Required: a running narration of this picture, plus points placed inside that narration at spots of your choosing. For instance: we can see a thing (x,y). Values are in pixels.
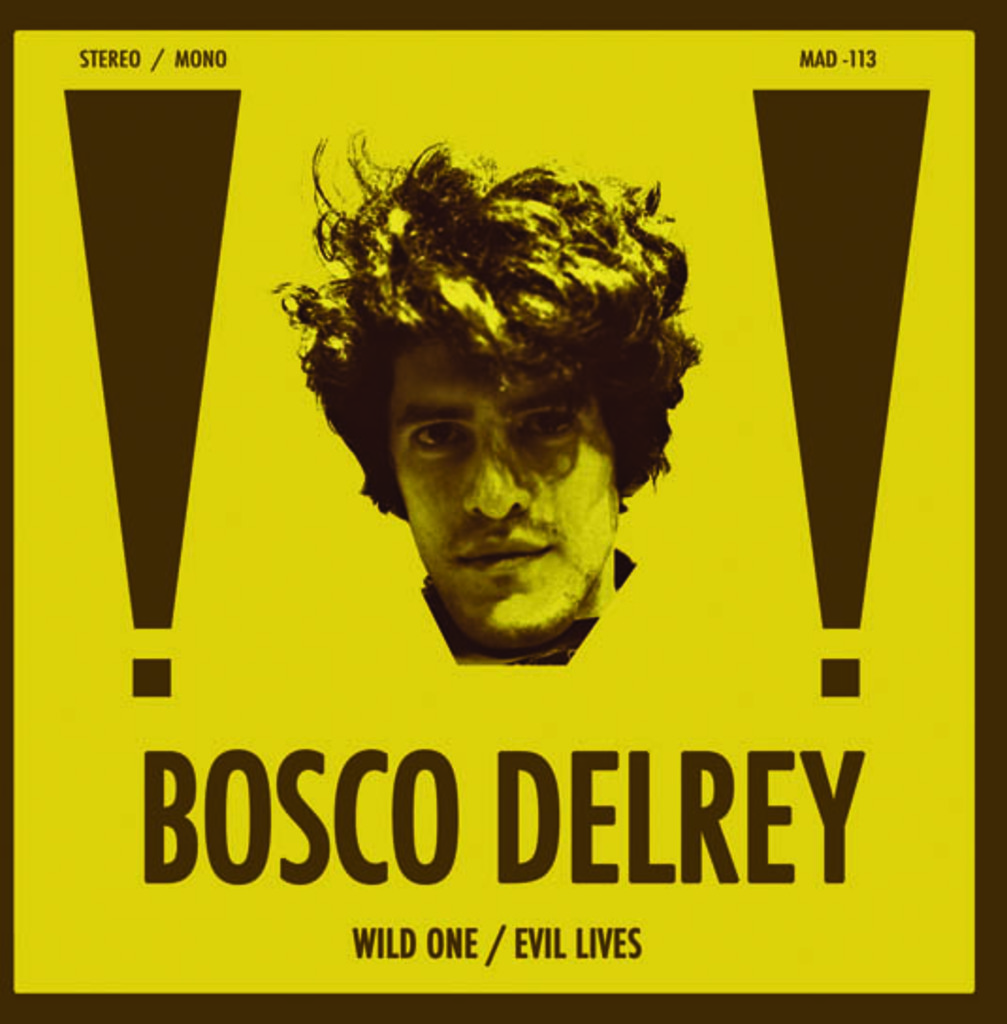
I can see a poster (190,832) in this image. I can see a person's face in the center of the image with some text (583,856) at the bottom (445,820).
